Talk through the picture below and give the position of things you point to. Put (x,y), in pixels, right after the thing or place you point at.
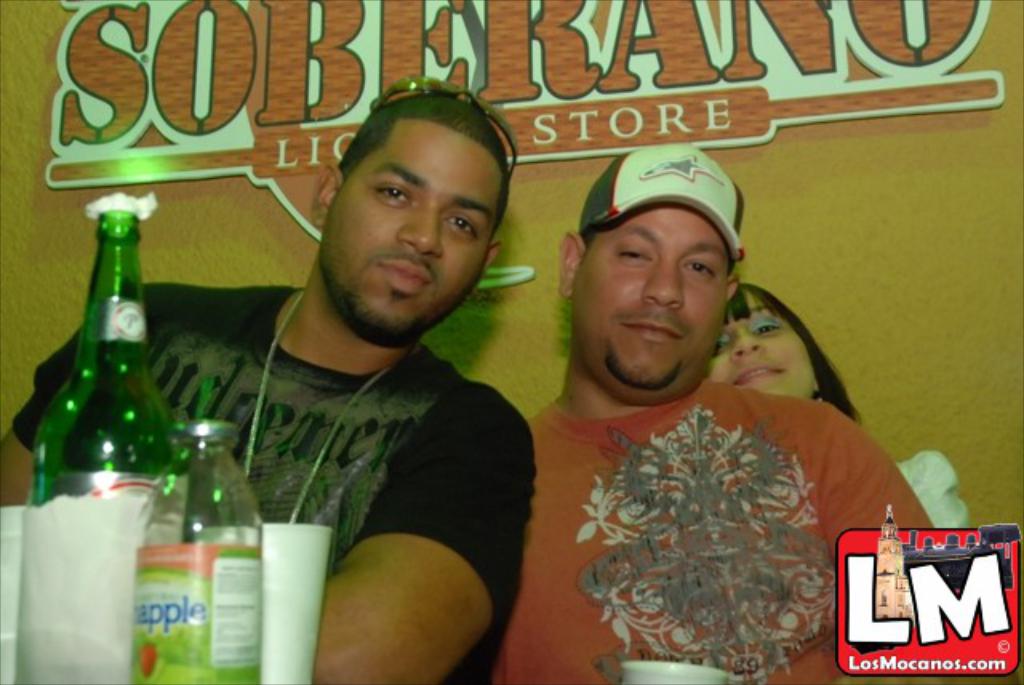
Here we can see two men (636,169) in the front (171,506) with bottles (211,436) And glasses (324,547) present in front of them, the person (765,394) in the right side (751,426) is wearing a cap (715,217) and the person (415,466) in the left side (332,606) is having Goggles (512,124) on him and behind them we can see a poster (83,23).
